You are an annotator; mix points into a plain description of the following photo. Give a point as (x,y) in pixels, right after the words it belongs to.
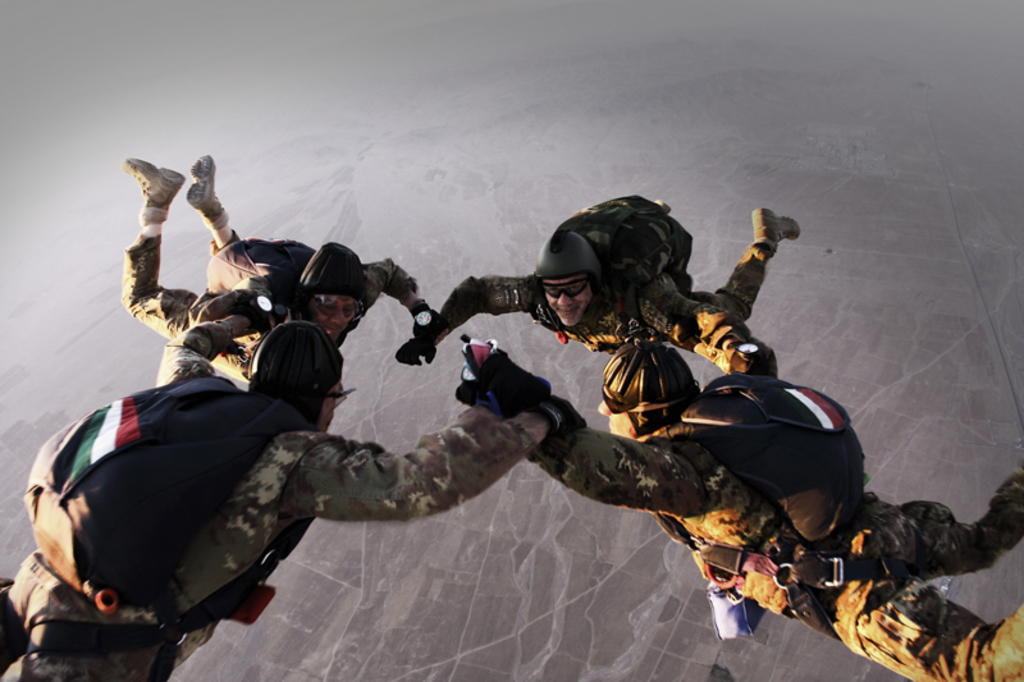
In this image we can see men (273,515) in the air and wearing backpacks (217,504).
